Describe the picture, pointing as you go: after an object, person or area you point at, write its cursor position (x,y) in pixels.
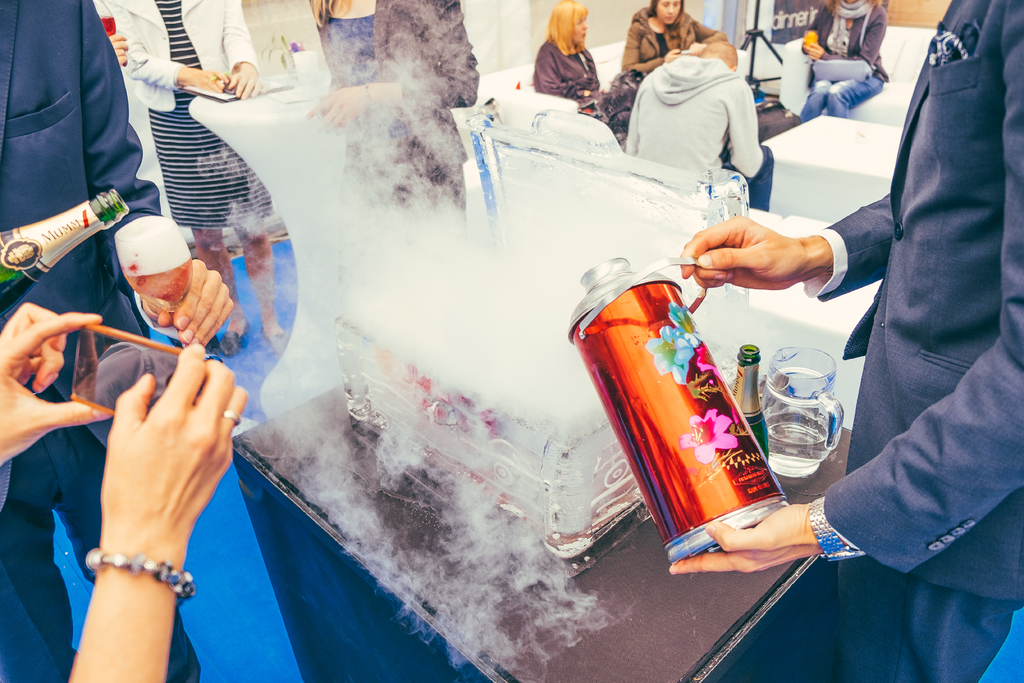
In the image in the center (442,320), we can see the smoke (315,360) and few people (200,416) are standing around the table (320,526). And they are holding some objects (146,349) like, wine bottle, wine glass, phone (138,338), mug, etc. On the table (308,493), we can see one container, mug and wine bottle (752,392). In the background (809,12) there is a wall (532,39), stand (765,38), table (840,179), cloth (796,17) and few people (875,7) are sitting.
